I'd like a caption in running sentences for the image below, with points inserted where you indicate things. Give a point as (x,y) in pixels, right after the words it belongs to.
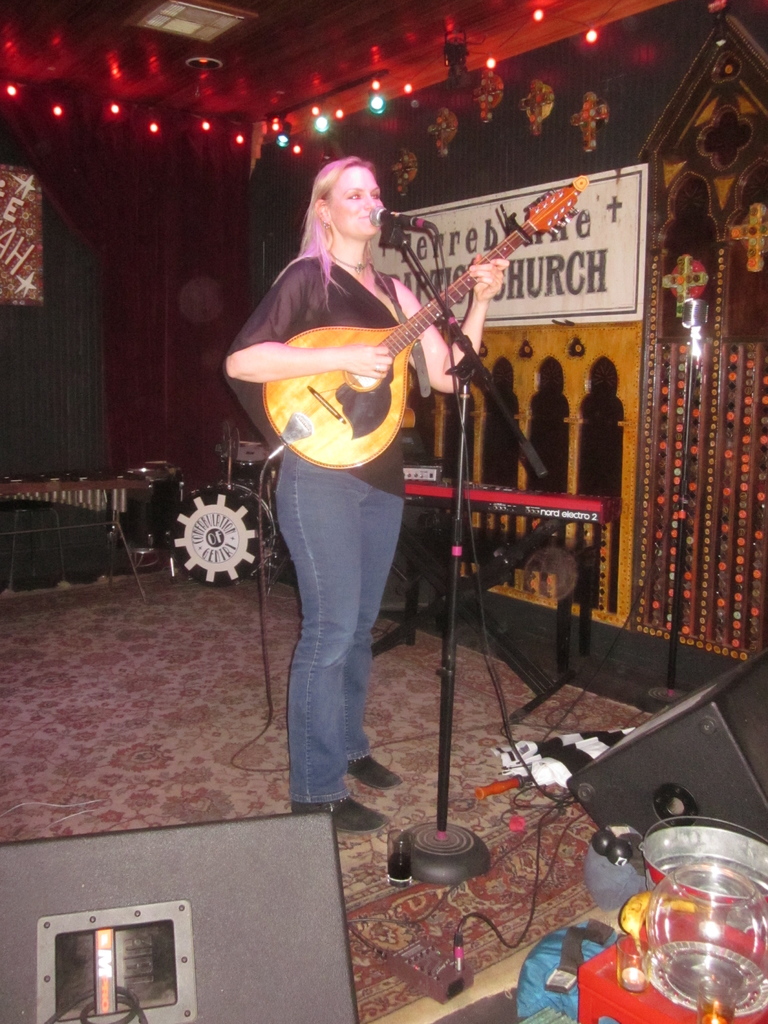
A woman (308,278) is standing on the stage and playing guitar (385,405) in front of a mic (404,222). In background (95,559) we can see musical instruments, wall (259,246) and light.
